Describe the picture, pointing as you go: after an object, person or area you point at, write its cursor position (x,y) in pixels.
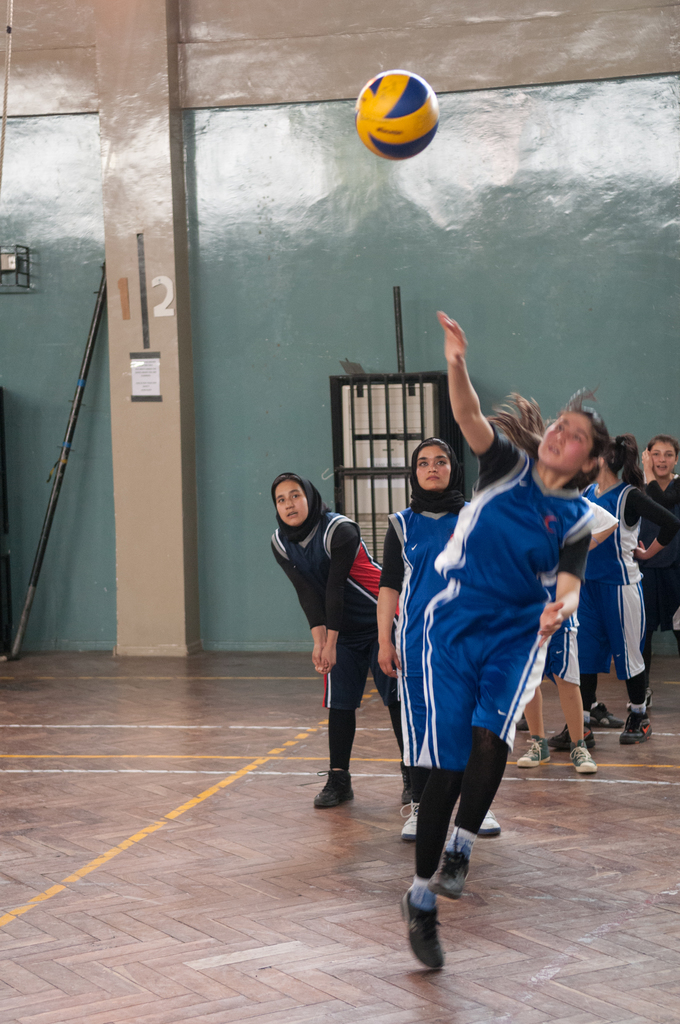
In the image we can see there are girls (443,535) standing in a line and there is a ball (389,129) in the air (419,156). Behind there is a wall (352,229) which is in blue colour.
